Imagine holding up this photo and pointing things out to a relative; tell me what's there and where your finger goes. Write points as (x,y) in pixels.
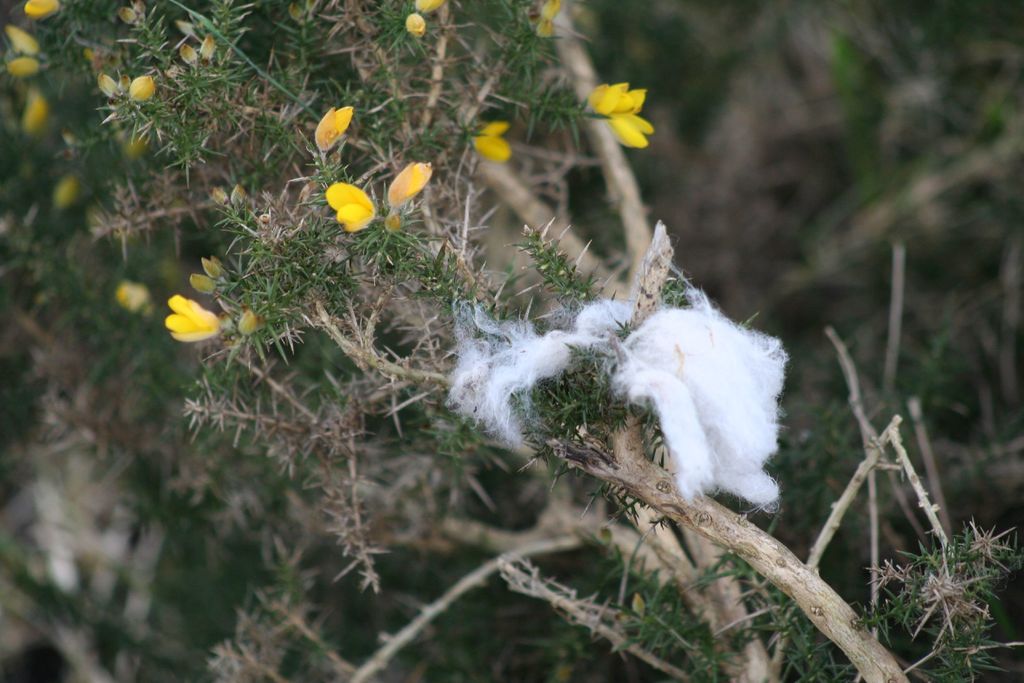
These are the yellow color flowers (601,100). On the right side (694,344) it is a cotton (723,425) on this plant (634,458).
